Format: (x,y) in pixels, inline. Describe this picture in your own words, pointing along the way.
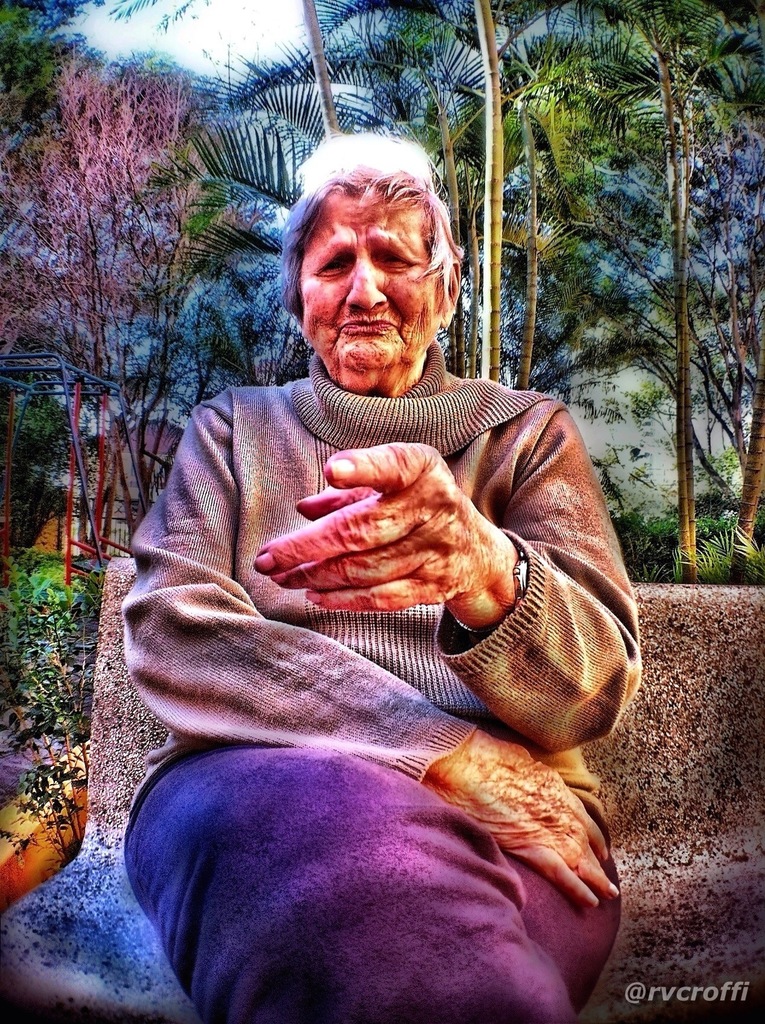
This is an edited image, in which there is a woman (425,641) sitting on the bench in the front (362,718) and there are trees (680,220) in the background (608,234). There are plants (33,619) and there is a wall (614,432) which is white in colour.
